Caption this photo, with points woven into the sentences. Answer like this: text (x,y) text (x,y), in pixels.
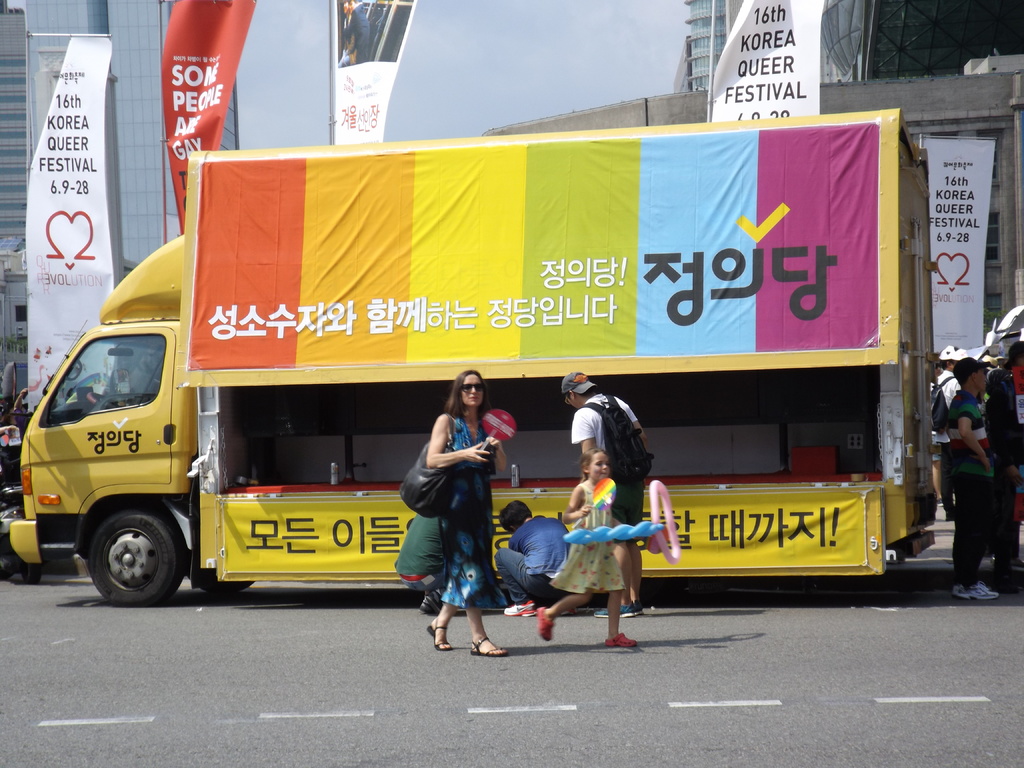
The picture is taken outside a city (442,608). In the foreground of the picture (344,726), on the road (891,725) there are people (556,543), motorbike (5,519) and a truck (141,462). In the background (75,153) there are banners (101,179) and buildings (115,87). Sky (557,91) is sunny.
